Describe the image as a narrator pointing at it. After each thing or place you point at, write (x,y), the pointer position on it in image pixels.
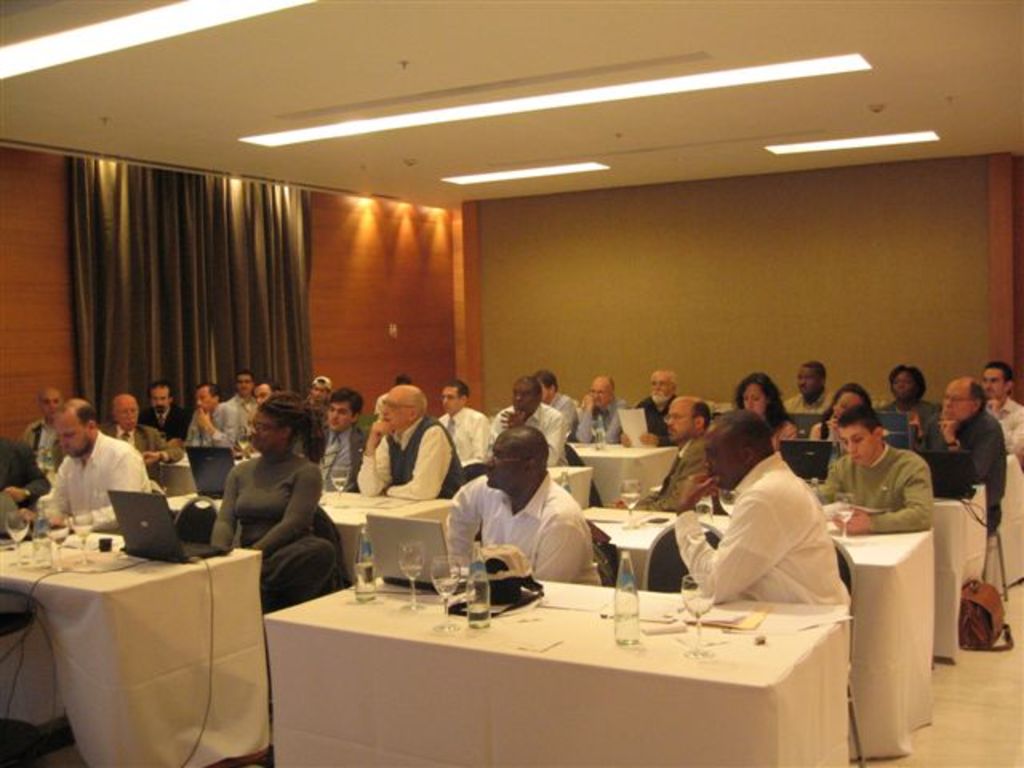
Image is clicked inside the room (418,286), and in the front (401,606) there are tables (492,690) covered with white cloth (133,606). On that there is a laptop (138,519) and there are many people (319,393) sitting all over the room (574,371). And to the right (736,520) there is a man (735,516) sitting who is wearing a white shirt (734,529). And to the left (70,288) there is a wall (22,286) with gray color curtain (243,281) and the roofs (494,101) with lights (483,112).
